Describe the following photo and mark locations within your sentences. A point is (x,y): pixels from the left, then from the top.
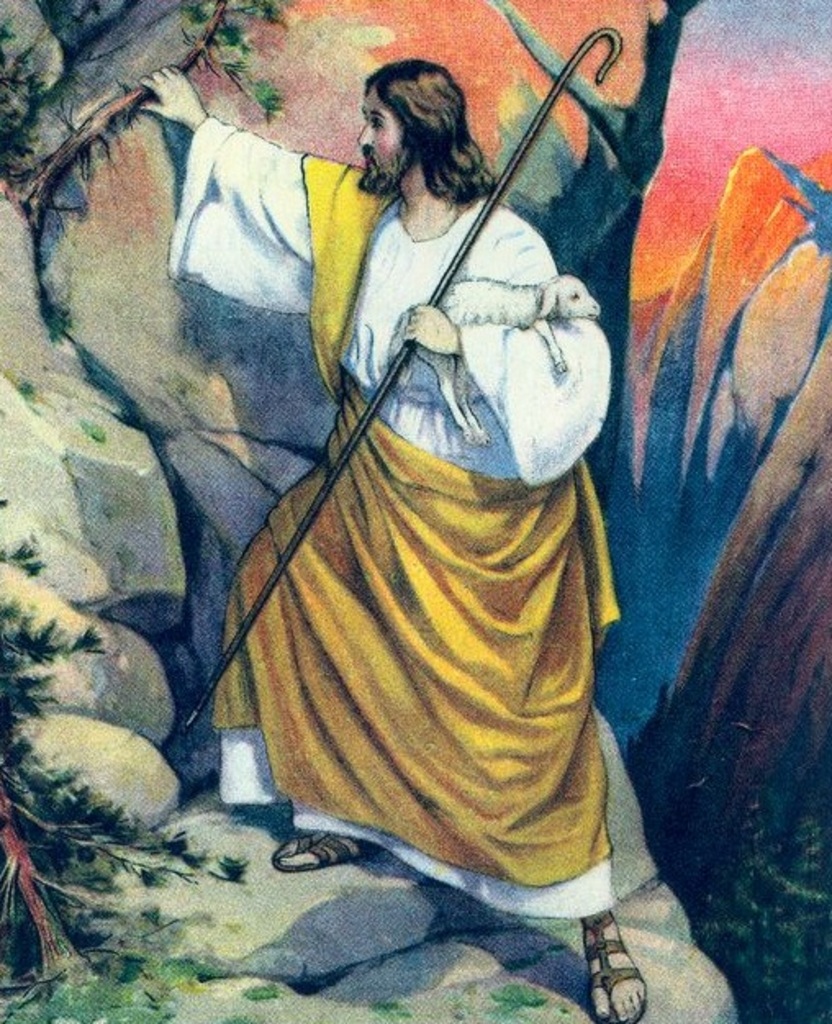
This is a painting of a person (497,409) standing, wearing clothes (457,551), sandals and holding a stick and animal (516,308) in hand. Here we can see leaves (28,761), stones (273,504), mountains (711,393) and sky (708,112).
